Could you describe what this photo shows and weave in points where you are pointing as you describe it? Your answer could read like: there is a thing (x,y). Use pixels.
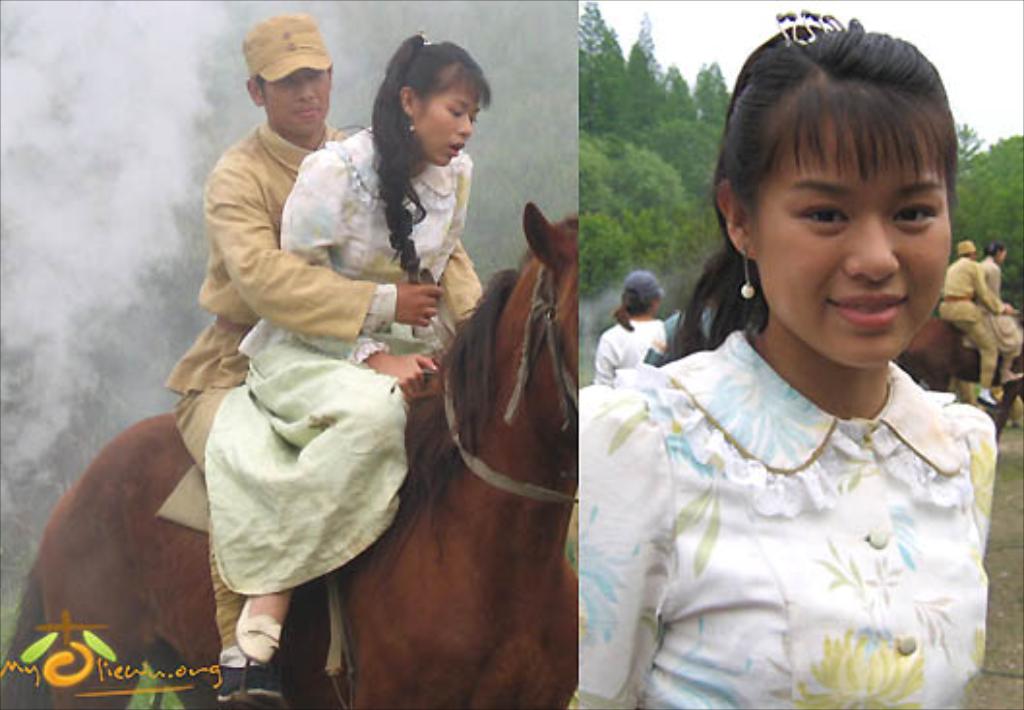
In this image i can see a woman (326,175) and a man (223,217) sitting on a horse (123,475) at right (717,44) i can see the other person (583,496) standing a tree (624,178), and a sky (681,55).
